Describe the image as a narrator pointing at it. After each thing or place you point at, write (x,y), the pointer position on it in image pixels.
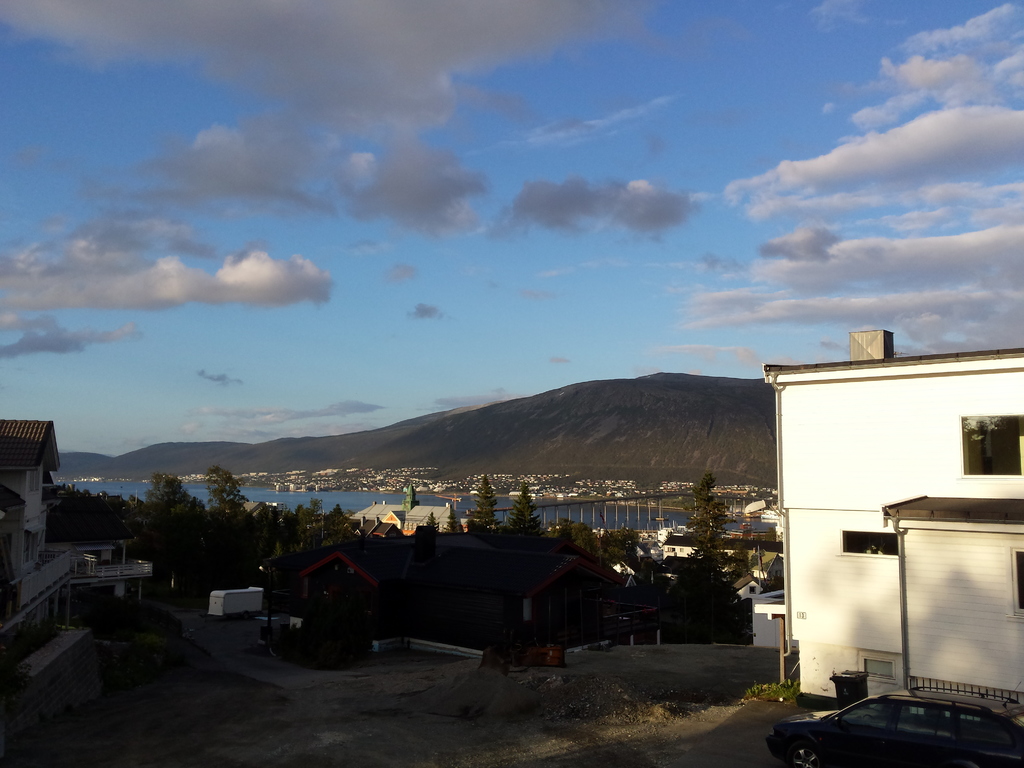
In this picture we can see few buildings (593,572), trees (688,568) and metal rods (657,629), in the background (623,526) we can see water (659,524), few hills (574,462) and clouds (304,276).
